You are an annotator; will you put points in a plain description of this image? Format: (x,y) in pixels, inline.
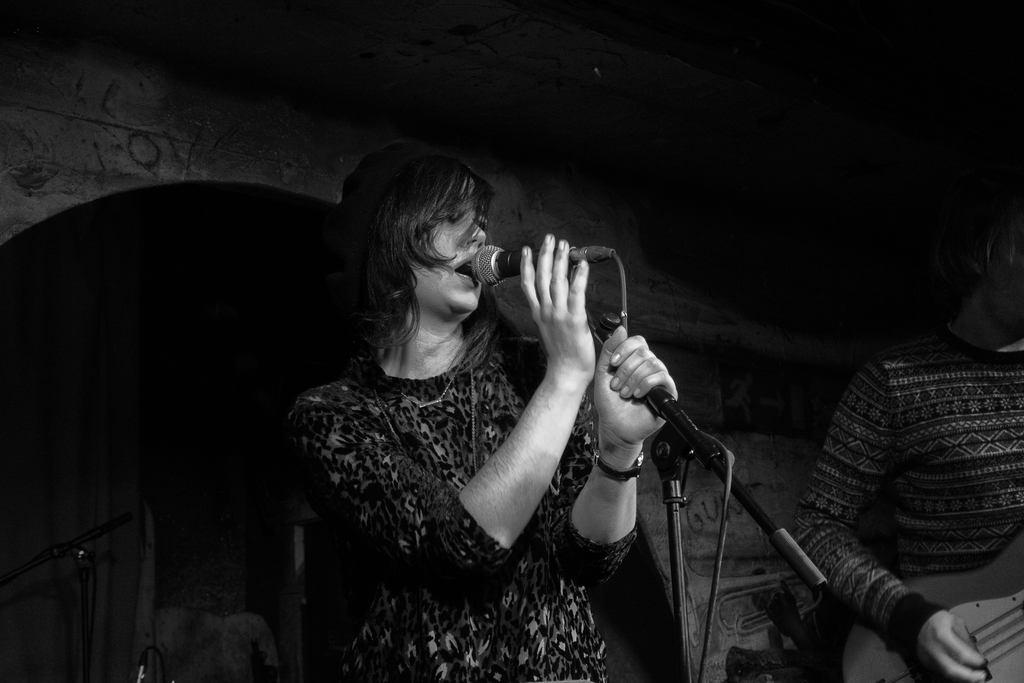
There are two people (360,519). One is women (445,484) and another one is man (956,342). She is holding a mic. She is singing and she is wearing a watch (617,468). The backside of the stage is completely dark.
